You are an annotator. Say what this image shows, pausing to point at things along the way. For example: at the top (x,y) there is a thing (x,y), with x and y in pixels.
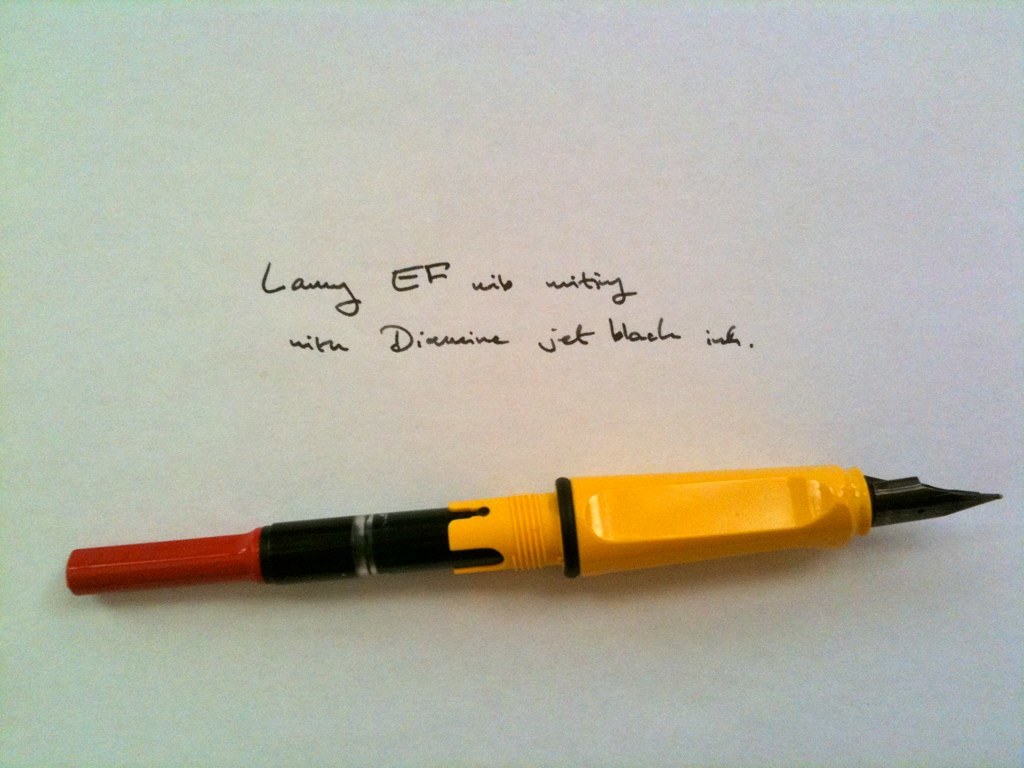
In this picture there is an ink pen (792,513) and there is text (446,293). At the bottom (199,717) it looks like a paper (278,599).
